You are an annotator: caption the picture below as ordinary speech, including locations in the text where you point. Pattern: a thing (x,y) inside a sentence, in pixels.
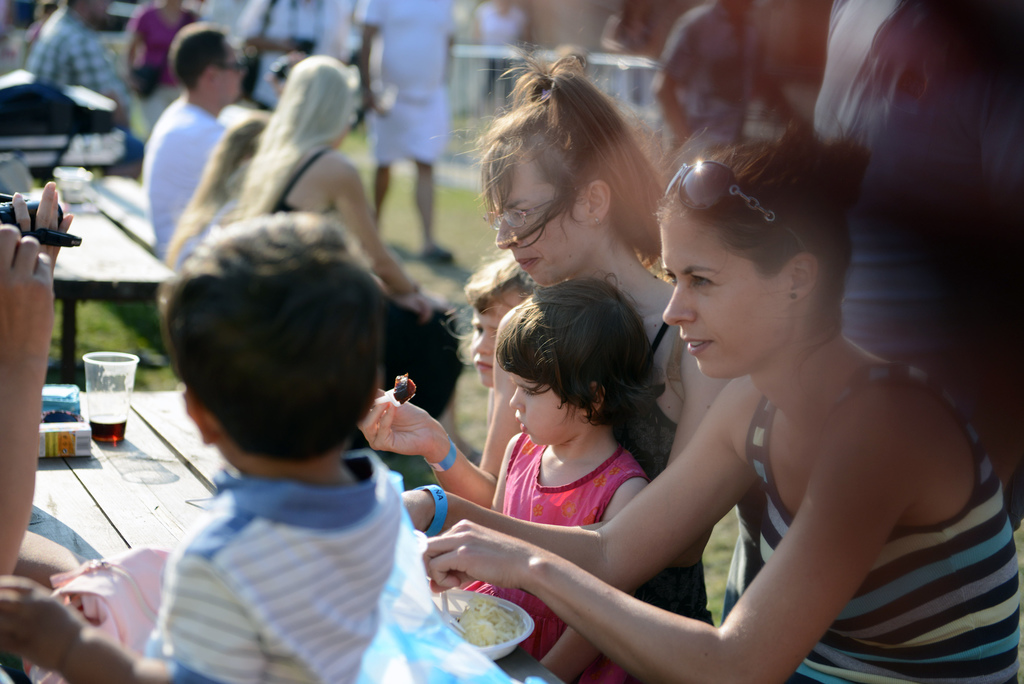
In the picture I can see people (500,167) among them some are standing and some are sitting on benches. On wooden tables (171,405) I can see a glass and some other objects (150,555). In the background (129,340) I can see fence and the grass (112,331). The background of the image (417,308) is blurred.
